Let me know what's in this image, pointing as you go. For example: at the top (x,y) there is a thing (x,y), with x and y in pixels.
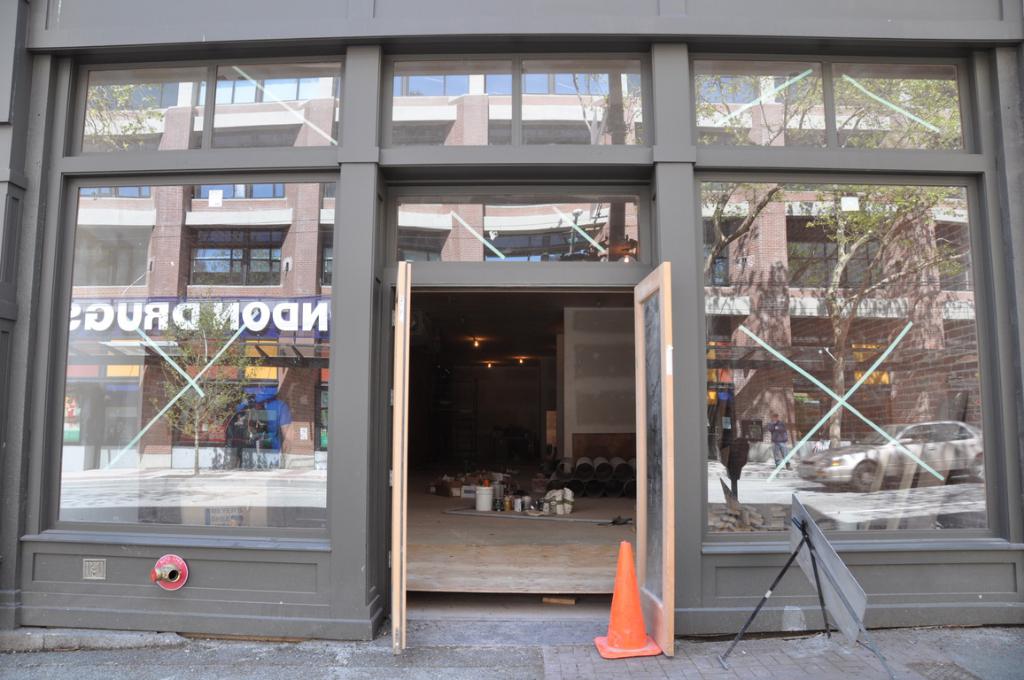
In this picture I can see a building (518,408), there is a cone barricade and a board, there are some objects (569,505) inside the building (656,518), and there is a reflection (808,456) of a person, vehicle (978,443), building (933,407) and trees (920,260).
